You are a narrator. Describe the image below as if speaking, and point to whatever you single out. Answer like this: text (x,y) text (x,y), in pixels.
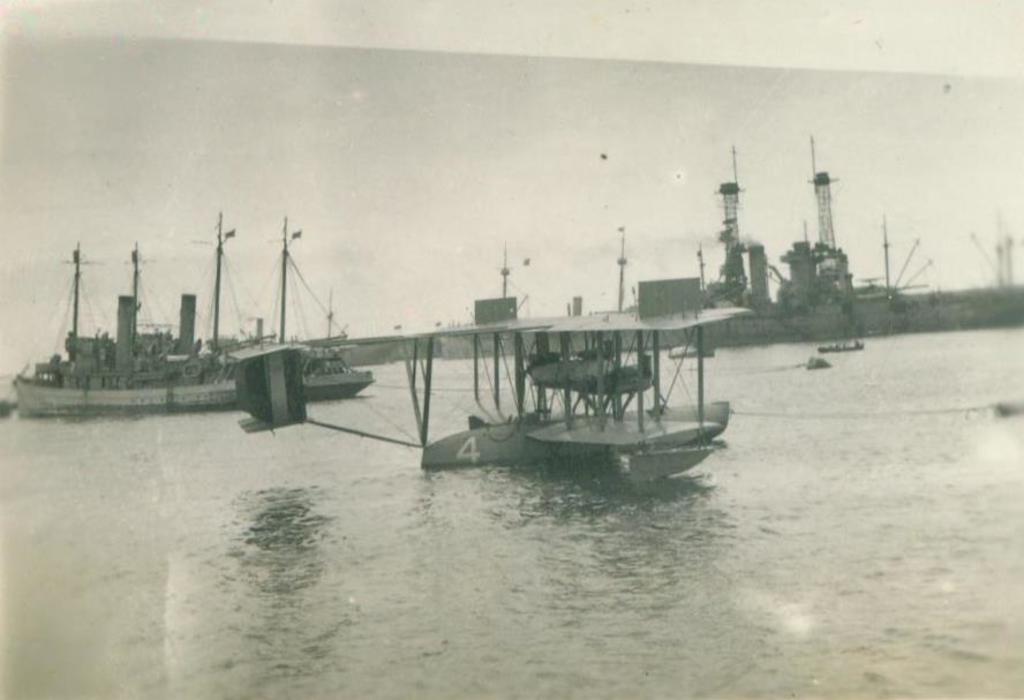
In this picture we can see few ships (802,321) on the water (653,488) and it is a black and white photography.
